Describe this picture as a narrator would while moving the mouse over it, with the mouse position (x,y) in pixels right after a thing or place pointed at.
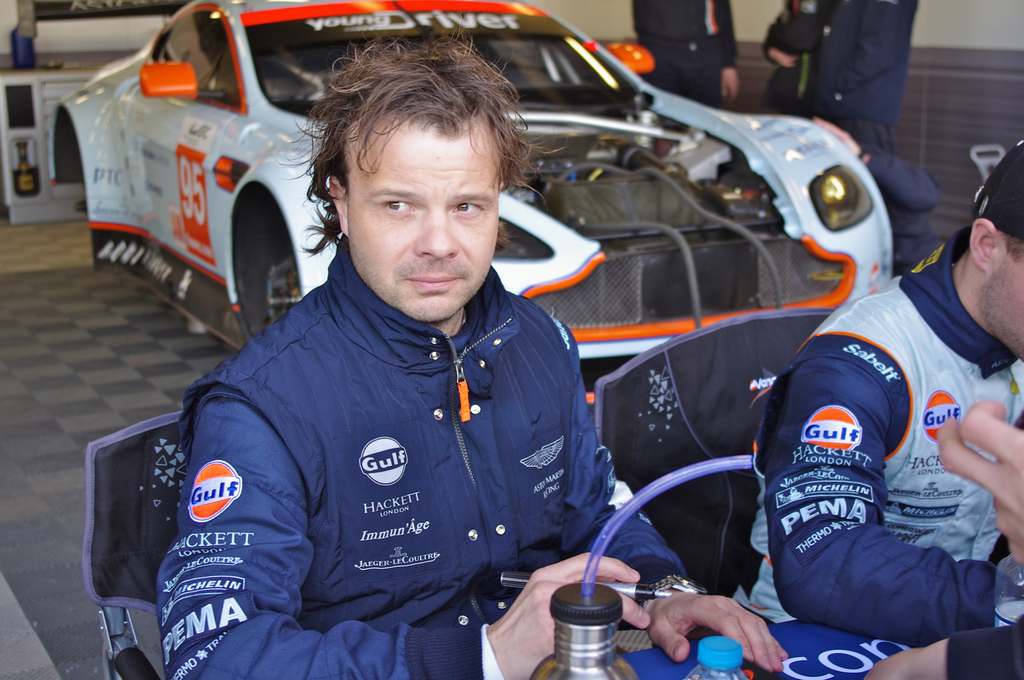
In this picture we can observe a man (459,410) sitting in the chair (135,507) wearing blue color jacket (281,485) in front of a table (800,654). We can observe bottles (578,613) on the table (808,671). On the right side (828,421) there is another person (819,441) sitting in the chair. In the background (303,61) we can observe a white and an orange color car (237,137) parked on the floor (145,305). There are some men (690,57) standing beside the car (760,119). In the background (963,36) there is a wall (608,31).
